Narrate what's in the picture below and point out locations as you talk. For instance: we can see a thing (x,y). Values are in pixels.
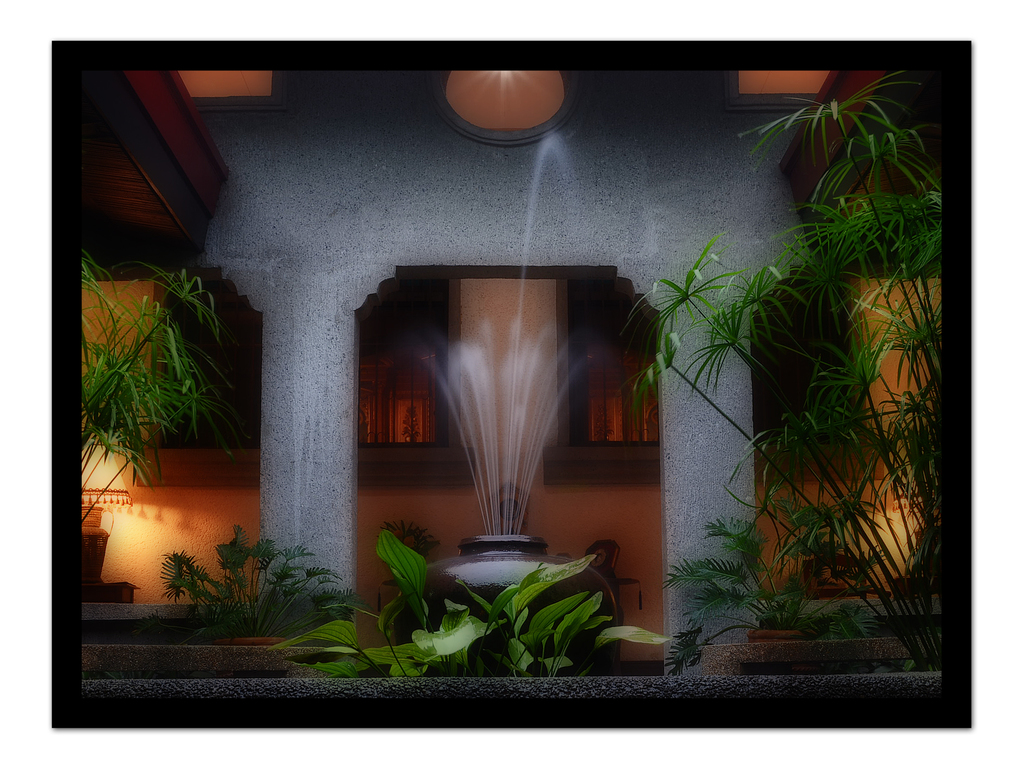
In this image there is a fountain (498,504) in front of building (335,561) where we can see there are some plants (311,591) around.
